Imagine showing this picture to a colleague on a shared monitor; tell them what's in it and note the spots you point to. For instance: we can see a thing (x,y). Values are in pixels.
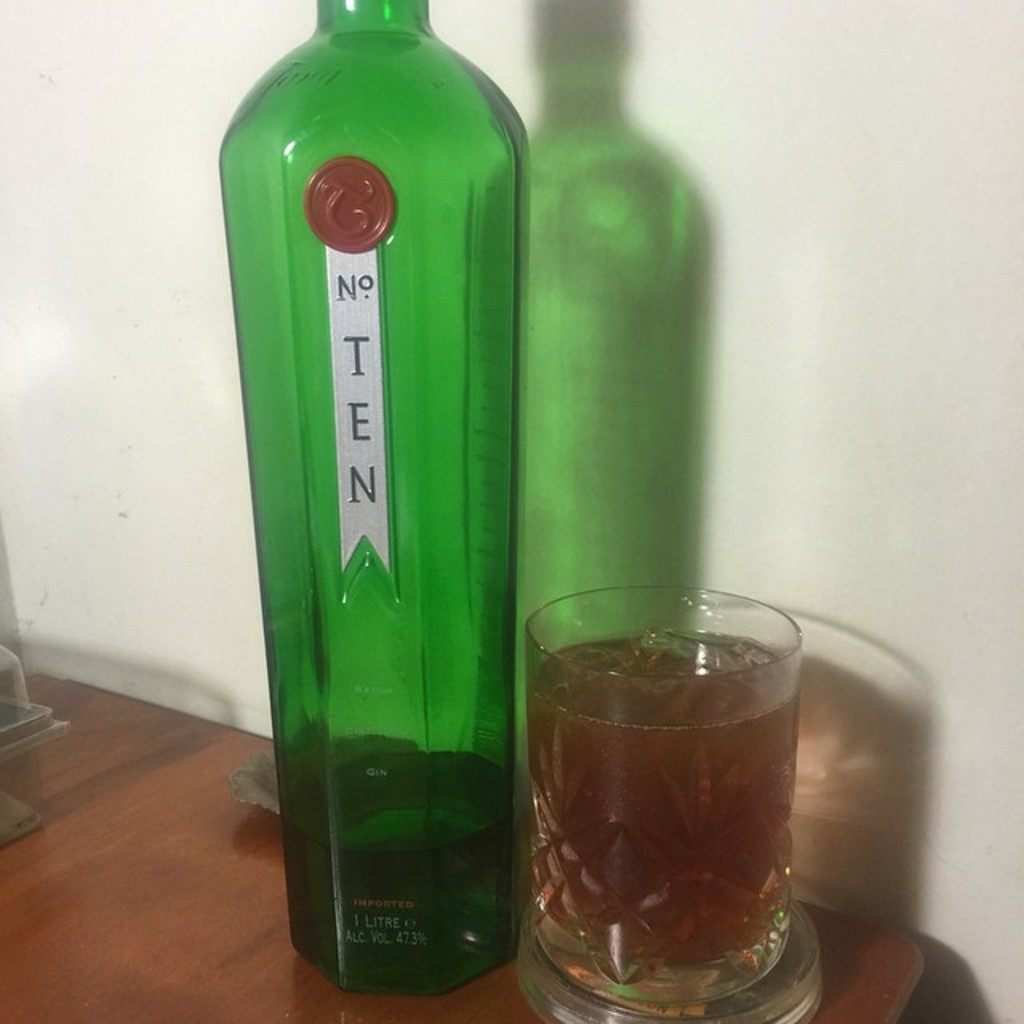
In this image I can see a bottle (429,454) and glass (640,732) on the table (141,923).
